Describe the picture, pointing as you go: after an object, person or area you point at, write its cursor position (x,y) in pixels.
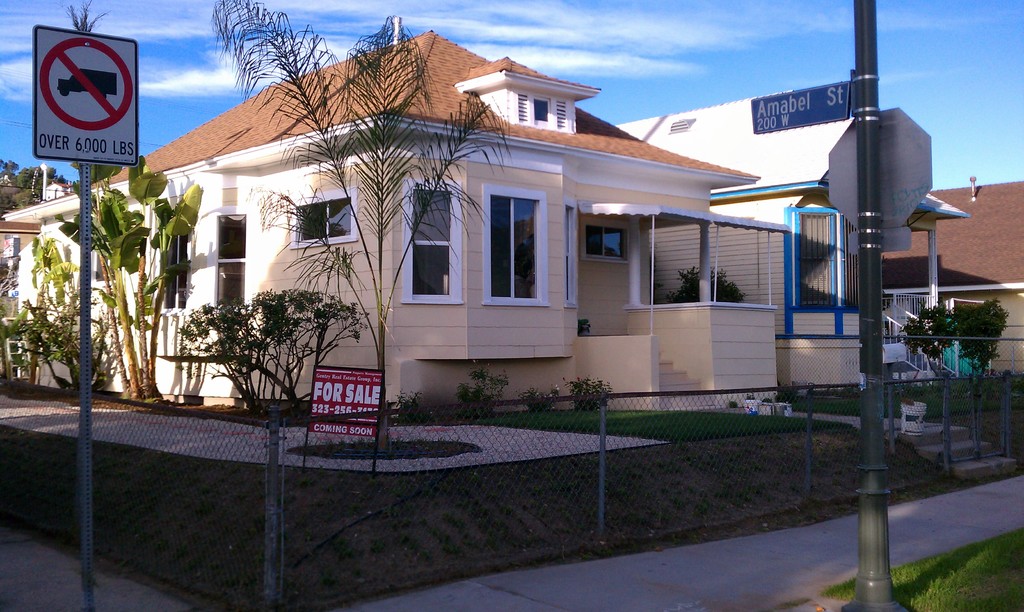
In this picture we can see cream color house (313,207) with roof tiles (453,97) and window glass (497,268). In the front (555,465) we can see the net grill (277,512), plants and caution board (135,147).
